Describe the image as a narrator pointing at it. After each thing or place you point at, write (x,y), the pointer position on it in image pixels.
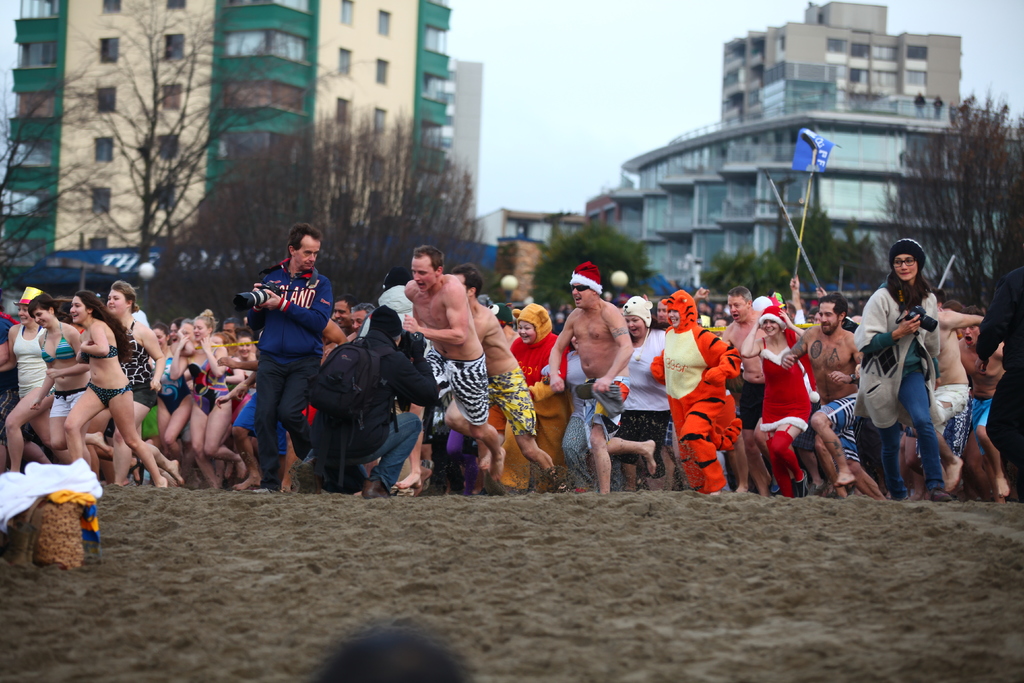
This image consists of so many people (609,412) in the middle (463,318). They are running. There are trees (940,173) in the middle (603,245). There are buildings (130,189) in the middle (677,231). There is sky (631,100) at the top (606,172).
